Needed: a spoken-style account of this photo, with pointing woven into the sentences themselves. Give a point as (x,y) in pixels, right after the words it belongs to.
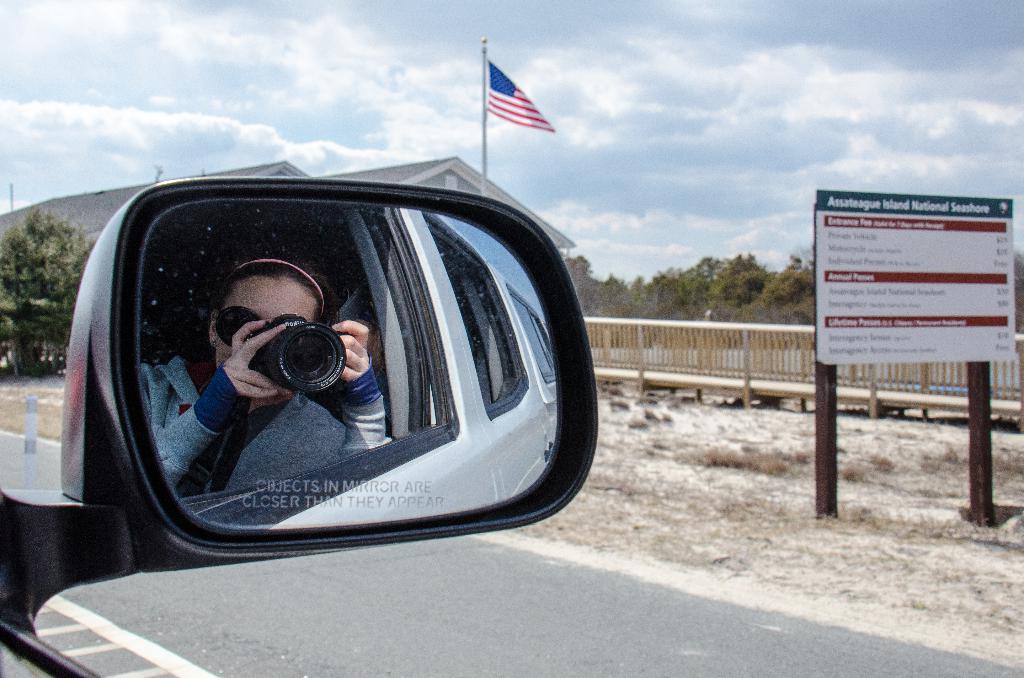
In the picture we can see the side mirror (135,338) of the car (316,483). And we can see the reflection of a woman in the mirror (120,342) and she is holding a camera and capturing something. And behind the mirror (67,461), we can see a part of the tree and a part of the house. And beside the house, we can see the railing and behind it we can see some trees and the sky (894,12).
